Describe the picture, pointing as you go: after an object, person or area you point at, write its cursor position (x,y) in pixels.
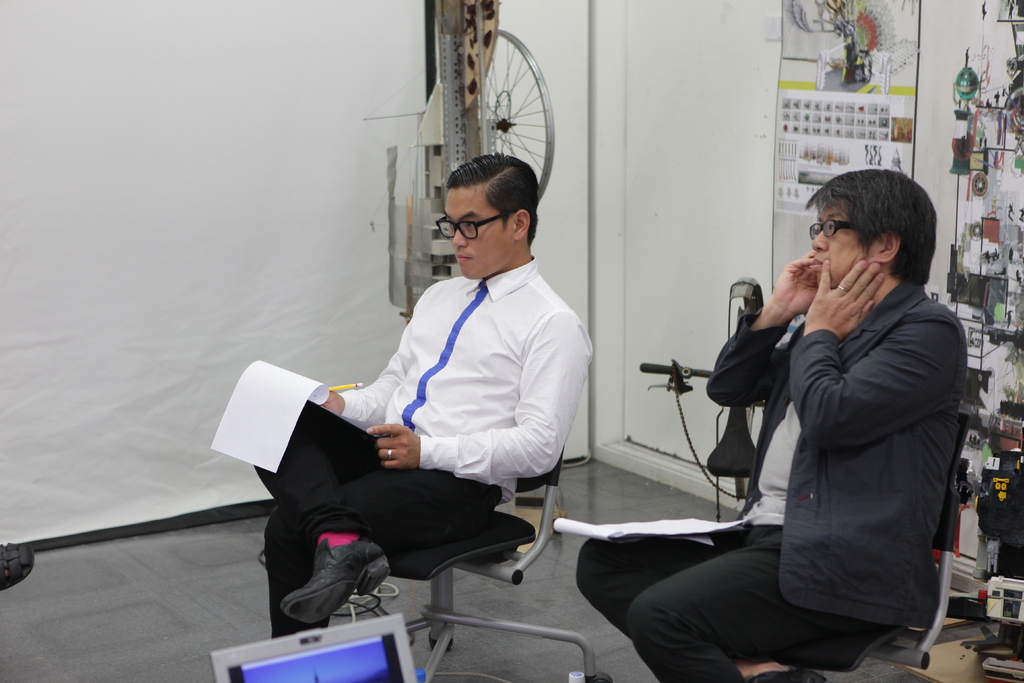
In this image person (443,394) wearing a white shirt (513,394) is sitting on a chair (507,549). He is holding a paper (301,409) and a pen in his hand (332,404). Beside him there is a person (835,528) wearing a black jacket (867,520) is sitting on the chair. He is having a paper (697,539) on his lap (652,563). He is wearing spectacles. Right side (1006,551) there are few objects (1001,539). A poster (848,110) is attached to the wall (768,123) which is having a door (679,183) to it. Behind the persons (517,253) there are few objects (469,145) on the floor (616,495). Bottom of the image (320,635) there is a laptop (327,659).
